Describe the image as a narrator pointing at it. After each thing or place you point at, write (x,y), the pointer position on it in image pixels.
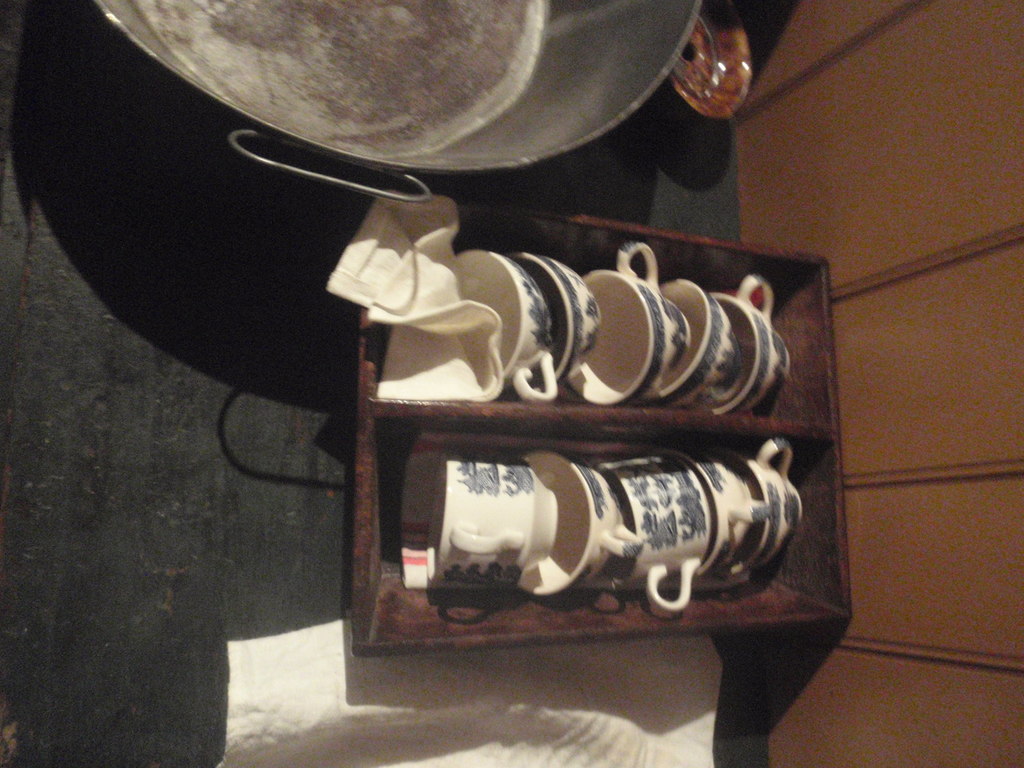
In this picture we can see cups (695,472), clothes (410,354), bowl (436,52), some objects (829,323) and these all are placed on the surface (174,255) and in the background (964,363) we can see the wall (912,262).
